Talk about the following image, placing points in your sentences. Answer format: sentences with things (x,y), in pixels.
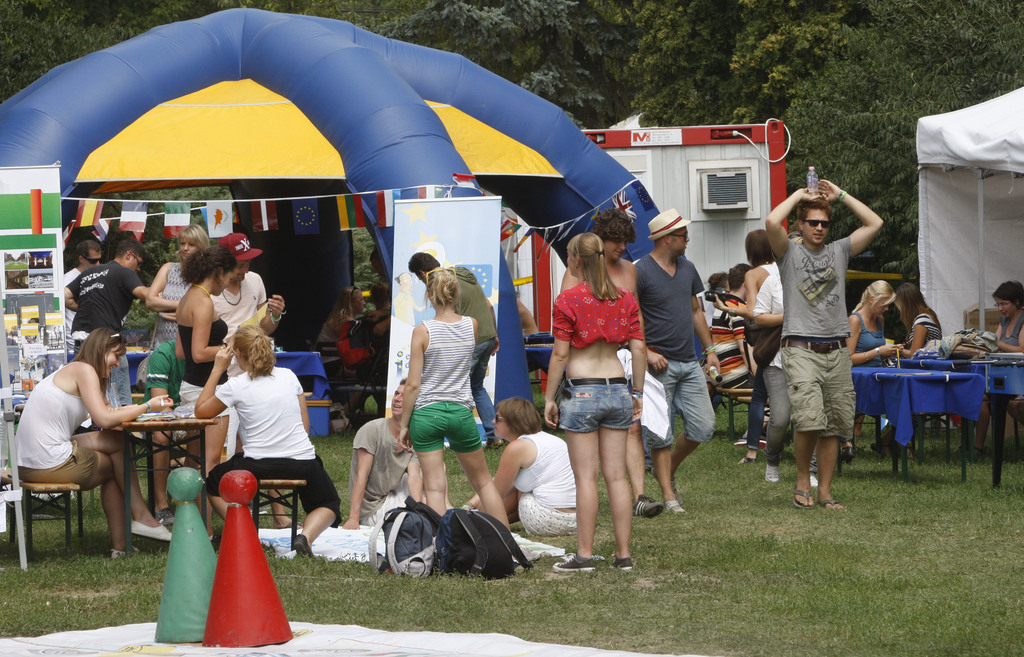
In this image I can see some are sitting on the chairs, some are walking and some are standing. In the background (636,48) I can see trees (648,51). On the top left of the image (228,135) I can see an inflatable tent (213,121). On the right side of the image (957,217) I can see a white color tent (946,214). In the middle of the image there are some bags (435,542) beside the person's (409,486). It seems to be like a playing area (788,498). At the back of inflatable tent (617,162) there is a shed (615,156). On the left side of the image (20,332) there is a banner (33,273) with some pictures (29,333) printed on it.
